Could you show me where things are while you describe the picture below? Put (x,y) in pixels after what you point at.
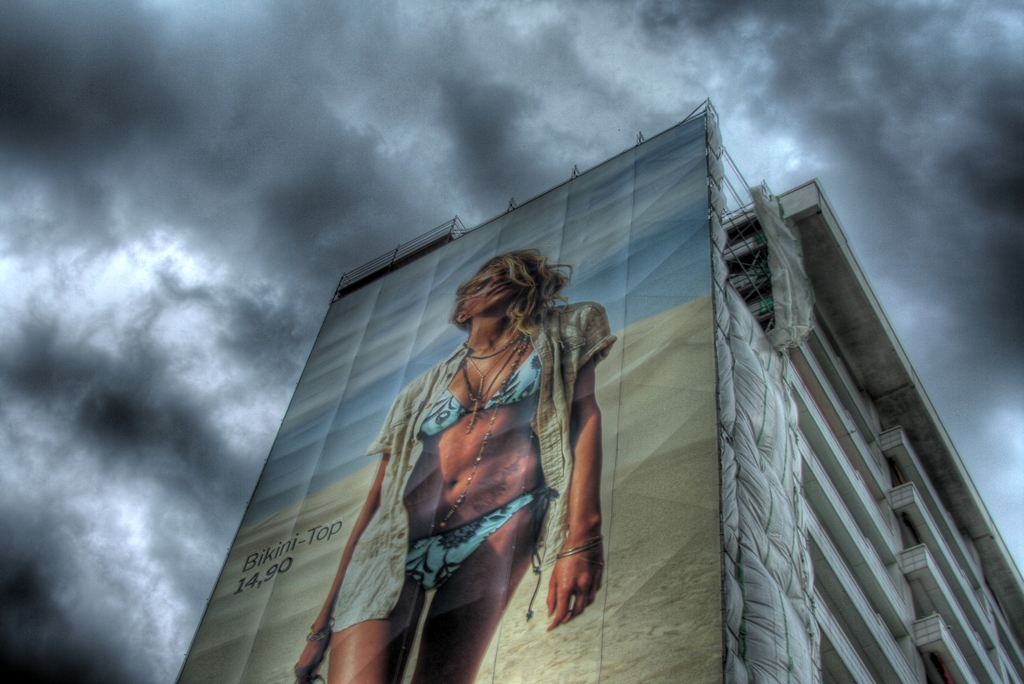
In this image, we can see a board (524,336) on the building (738,482) and on the board (369,532), we can see some text (302,550) and there is a picture (507,417) of a lady (507,417). In the background (220,68), there are clouds (95,208) in the sky (142,331).
